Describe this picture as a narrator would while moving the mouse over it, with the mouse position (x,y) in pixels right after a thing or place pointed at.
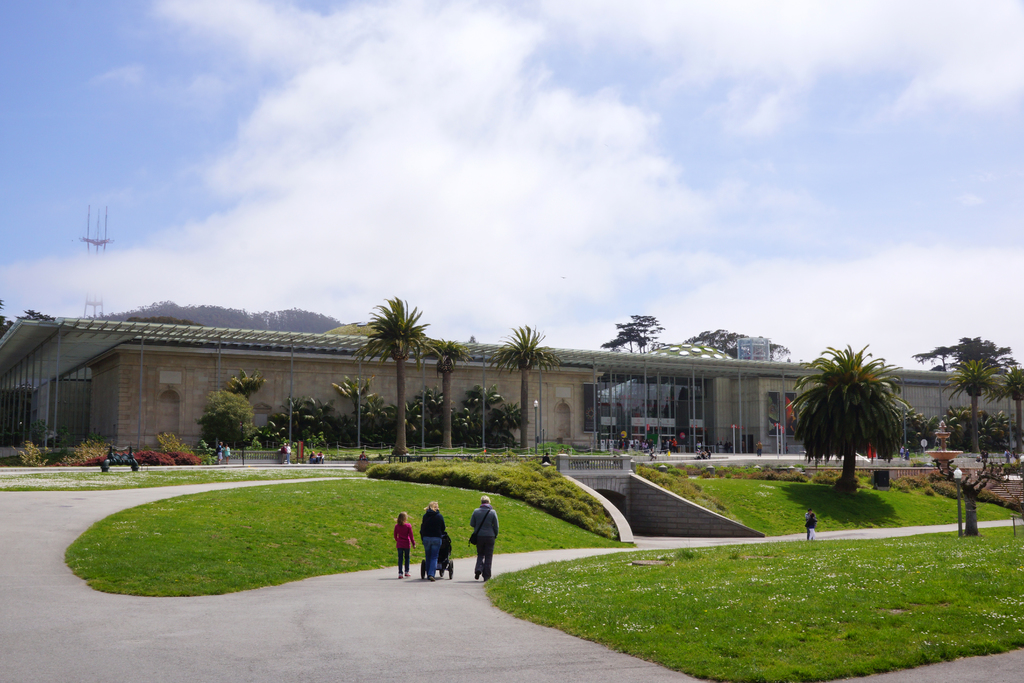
In the picture we can see these people (412,545) walking on the road (400,596), we can see grasslands (269,519), trees (976,392), building (411,397), light poles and the sky (356,110) with clouds (839,335) in the background (182,123).
